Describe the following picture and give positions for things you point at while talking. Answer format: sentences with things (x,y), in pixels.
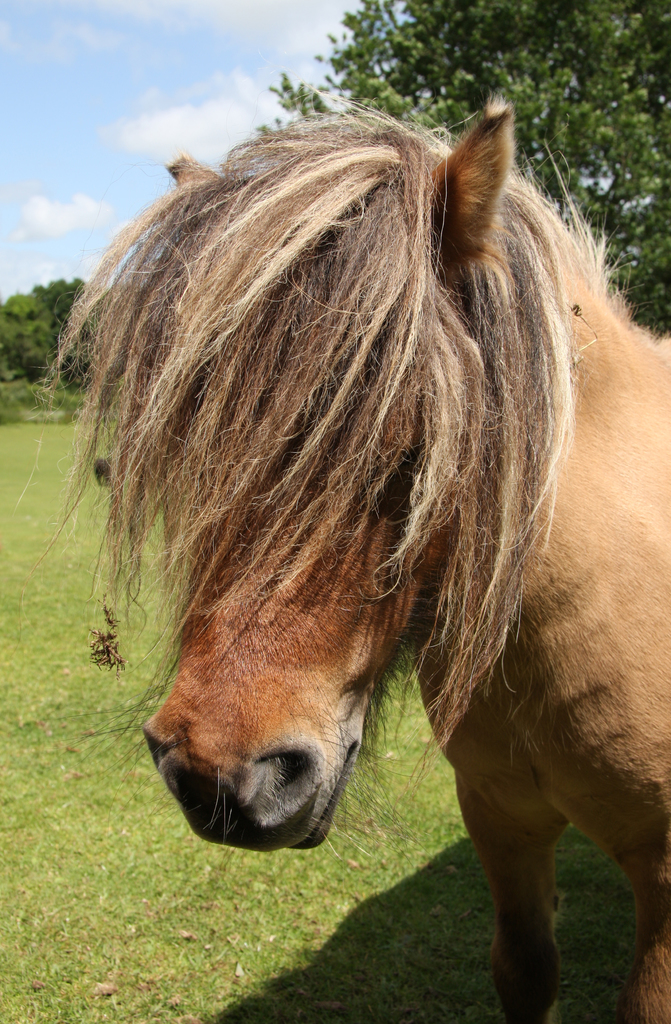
In this image, this looks like a pony horse (500,673), which is standing. This is the grass (102,764). These are the trees (574,156). I can see the clouds (188,126) in the sky (127,73).
